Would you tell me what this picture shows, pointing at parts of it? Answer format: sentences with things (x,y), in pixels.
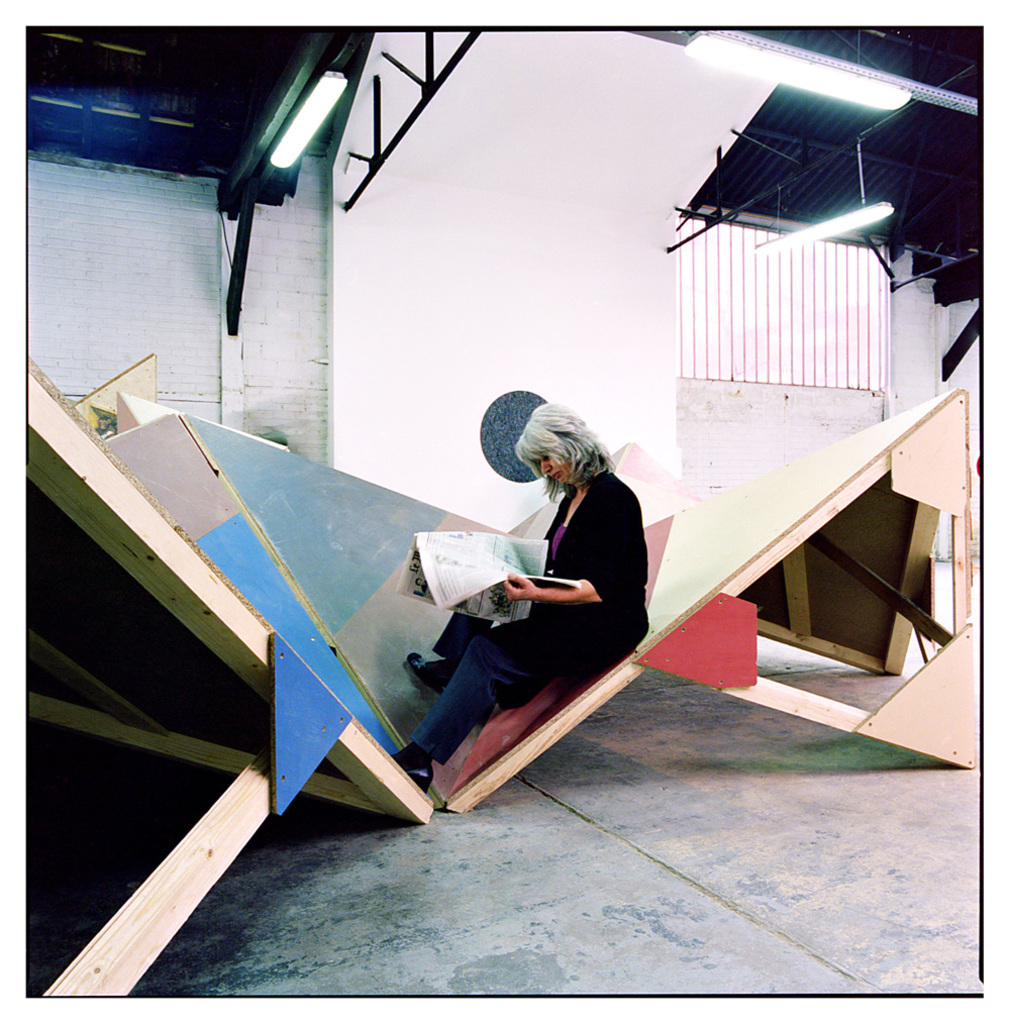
This is the woman (529,615) sitting and holding a newspaper (468,591). This looks like a wooden object (669,667). This is the roof (252,88). I can see the tube lights (726,48) attached to the roof (270,88). This looks like a window (738,317).
